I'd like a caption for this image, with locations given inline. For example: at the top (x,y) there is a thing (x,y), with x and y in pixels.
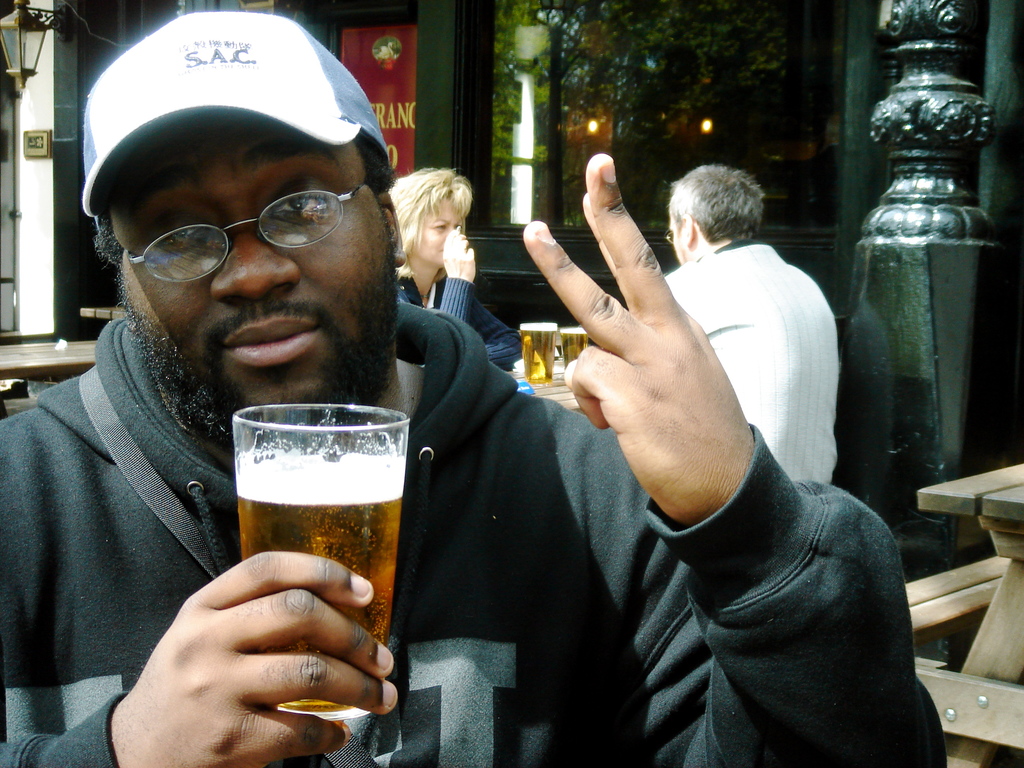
In this picture there is a man (113,76) who is sitting at the left side of the image (174,230), by holding a beer glass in his hand (232,651) and there are other people (785,379) those who are sitting behind the man (475,353) on the chairs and there is a glass window (499,29) at the center of the image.
